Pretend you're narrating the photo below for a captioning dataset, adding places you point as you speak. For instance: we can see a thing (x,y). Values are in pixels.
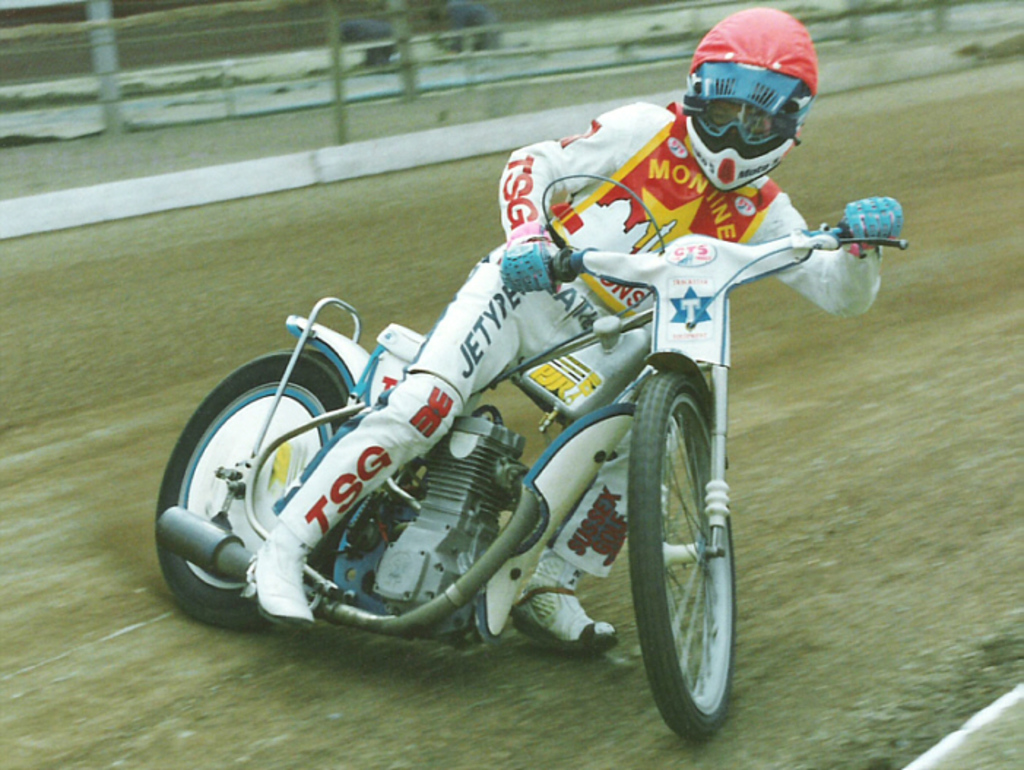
In this image we can see a man (567,305) is riding white bike (488,496). He is wearing white dress (594,189) and red helmet (751,79). Background of the image (827,18) fencing (814,3) is there.
